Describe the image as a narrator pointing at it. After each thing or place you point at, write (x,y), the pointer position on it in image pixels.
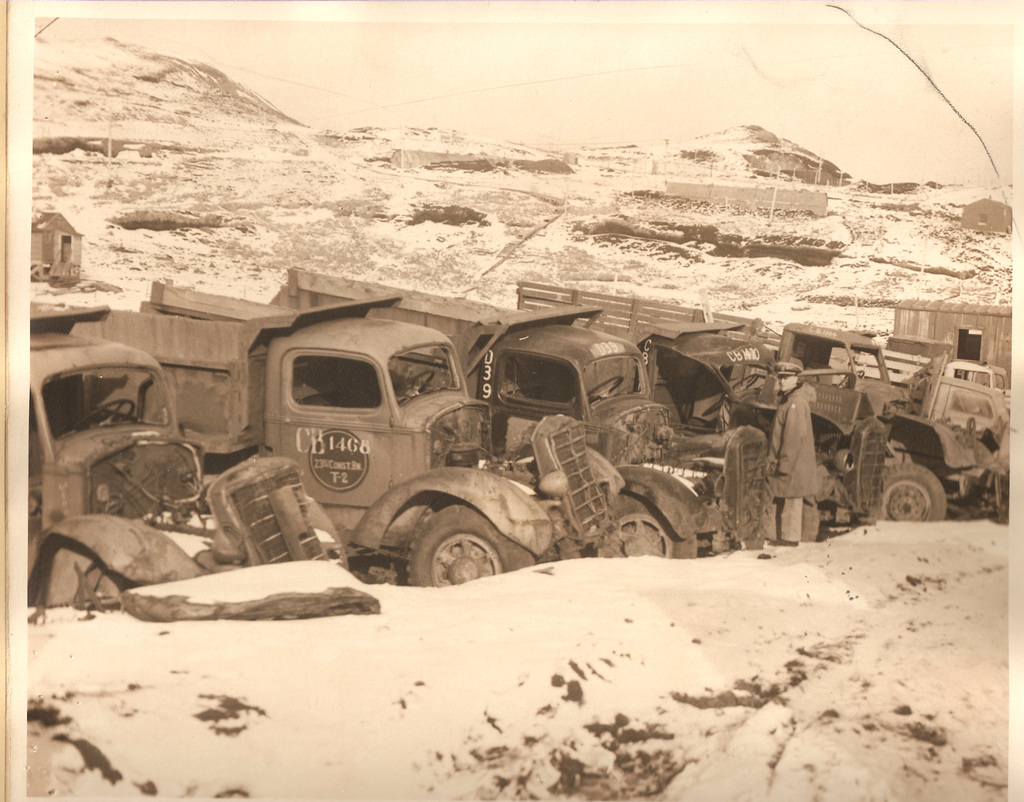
In this picture we can see some text (486,368) and numbers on the vehicles (442,303). We can see a person (807,425) standing. He is wearing a hat (790,371). We can see the hills (186,143), snow (363,667) and the sky (906,155).
